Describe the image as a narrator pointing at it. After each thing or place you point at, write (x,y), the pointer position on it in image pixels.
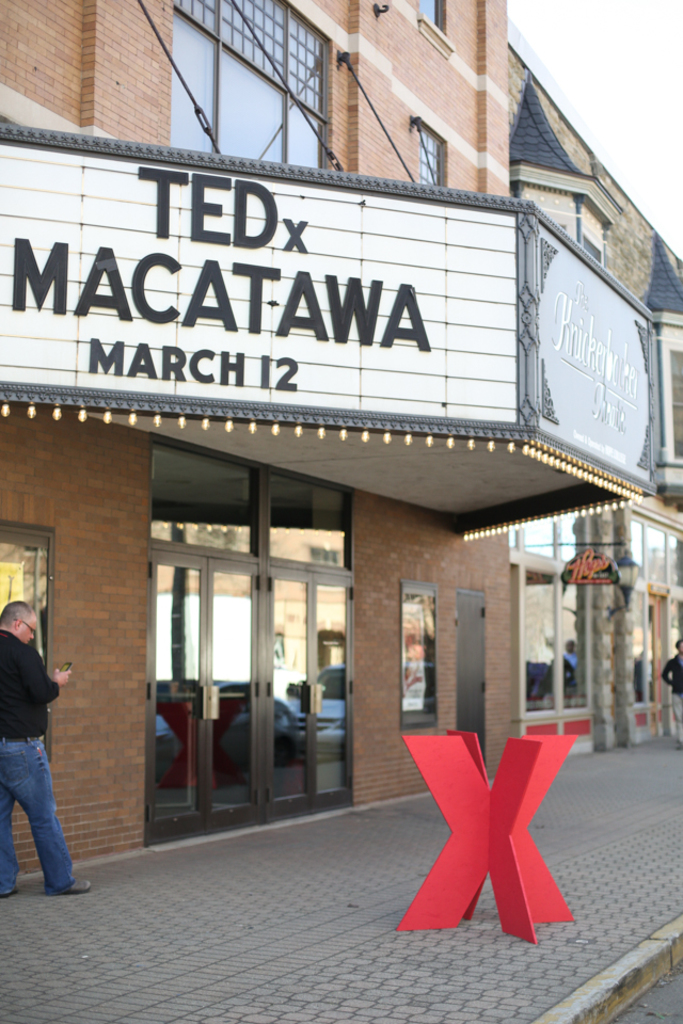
In this image, we can see a building (294,660) with glass windows (656,643) and doors (299,698). Here we can see a hoarding (402,398), lights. At the bottom (429,973), there is a platform (464,944), some object (451,869) here. Two people (10,830) are standing on the platform (599,766). On the glass (327,714), we can see few vehicles (325,722) are reflecting. Here there is a banner (585,570).
